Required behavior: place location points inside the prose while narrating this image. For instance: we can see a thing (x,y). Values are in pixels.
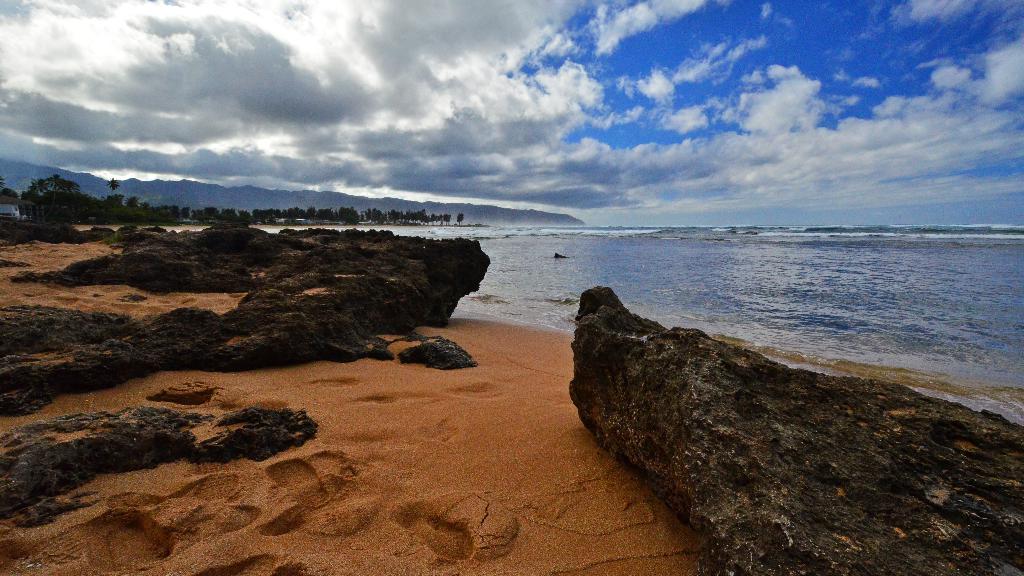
At the bottom of the picture (408,478), we see the sand (452,464) and the rocks (368,306). On the right side (916,313), we see water (707,294) and this water (734,307) might be in the sea (784,281). There are trees (227,220) and hills (233,188) in the background (106,195). At the top (522,109), we see the clouds (542,91) and the sky (676,93). This picture might be clicked at the seashore (443,370).
